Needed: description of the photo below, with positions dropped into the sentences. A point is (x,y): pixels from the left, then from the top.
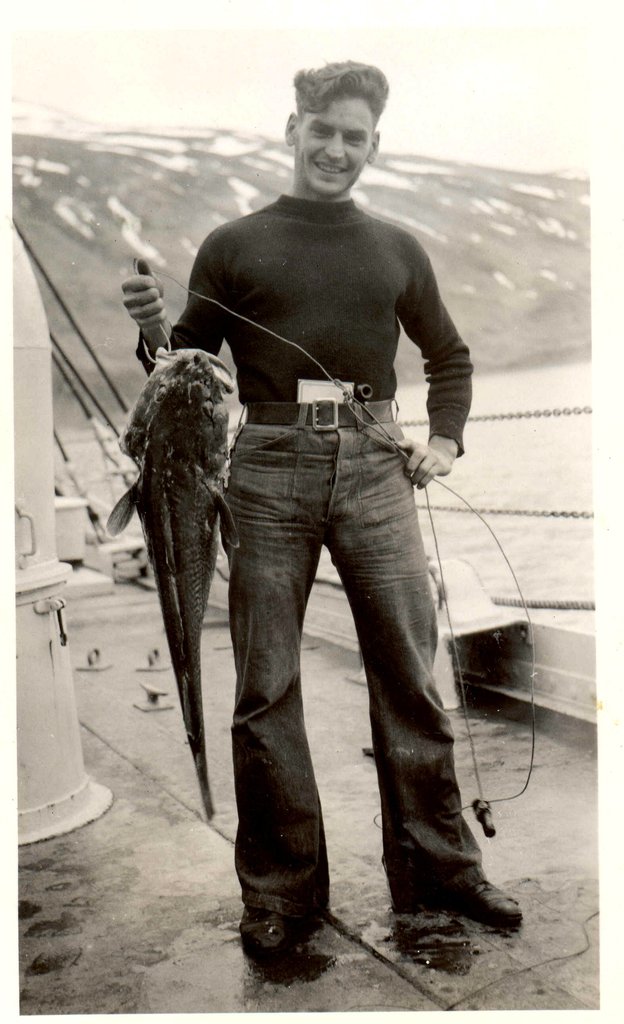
In this image there is one person (269,490) standing and holding a fish (145,530) as we can see in middle of this image (330,462) and there is a river (512,499) at right side of this image (537,479) and there is a mountain (171,257) in the background (182,259) and there is a sky (216,64) at top of this image (249,50). There is one object (62,614) at left side of this image (42,579) which is in white color.
